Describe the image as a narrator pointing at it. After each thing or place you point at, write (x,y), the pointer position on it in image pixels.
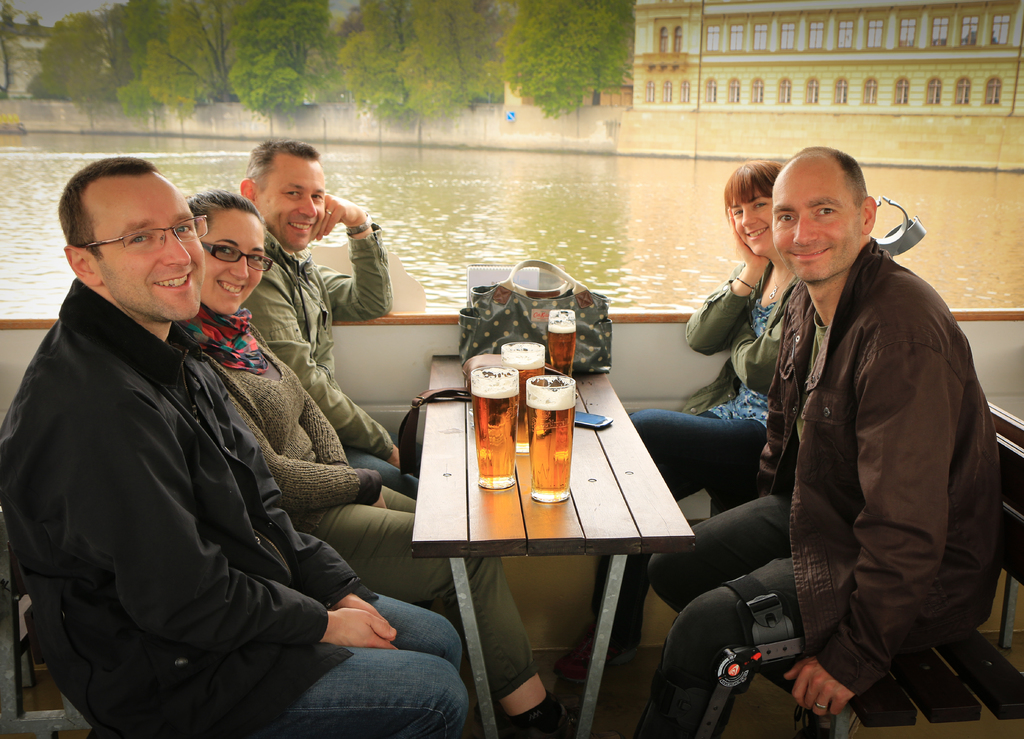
In the image we can see there are people (283,401) who are sitting on chair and on a table (584,467) there is beer glass (511,412) filled with beer (553,455) and mobile phone (583,423) and a purse (488,357). On the other side there is river (551,195).
